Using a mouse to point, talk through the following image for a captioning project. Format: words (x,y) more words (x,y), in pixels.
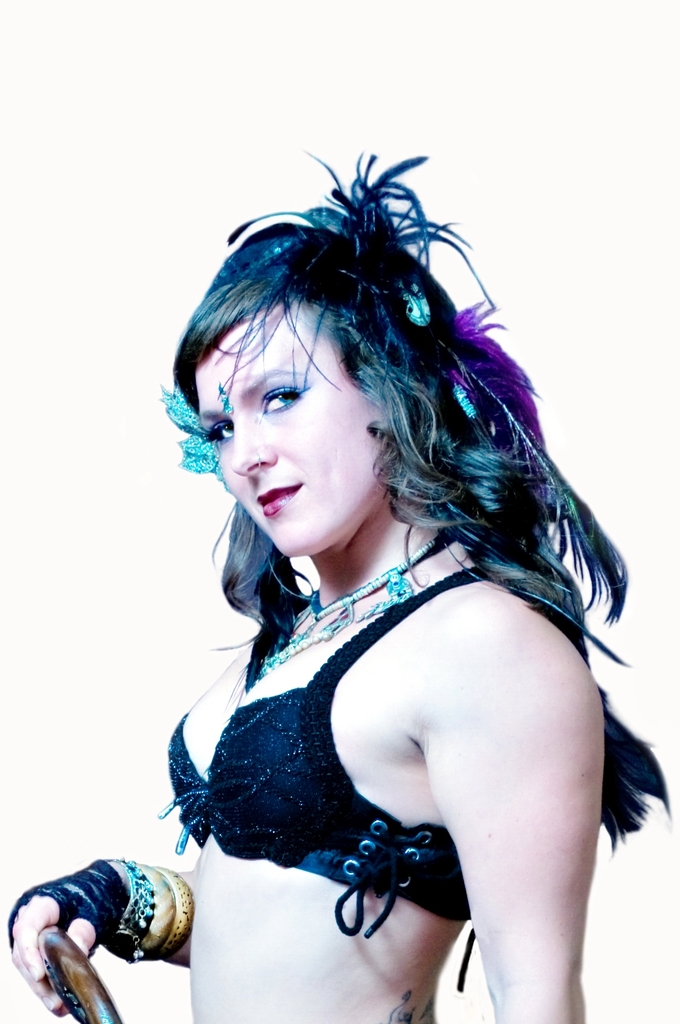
In the middle of the image (353,354), there is a woman (370,551) in a black color dress (360,830), smiling, holding an object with one hand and standing. And the background (29,704) is white in color.
